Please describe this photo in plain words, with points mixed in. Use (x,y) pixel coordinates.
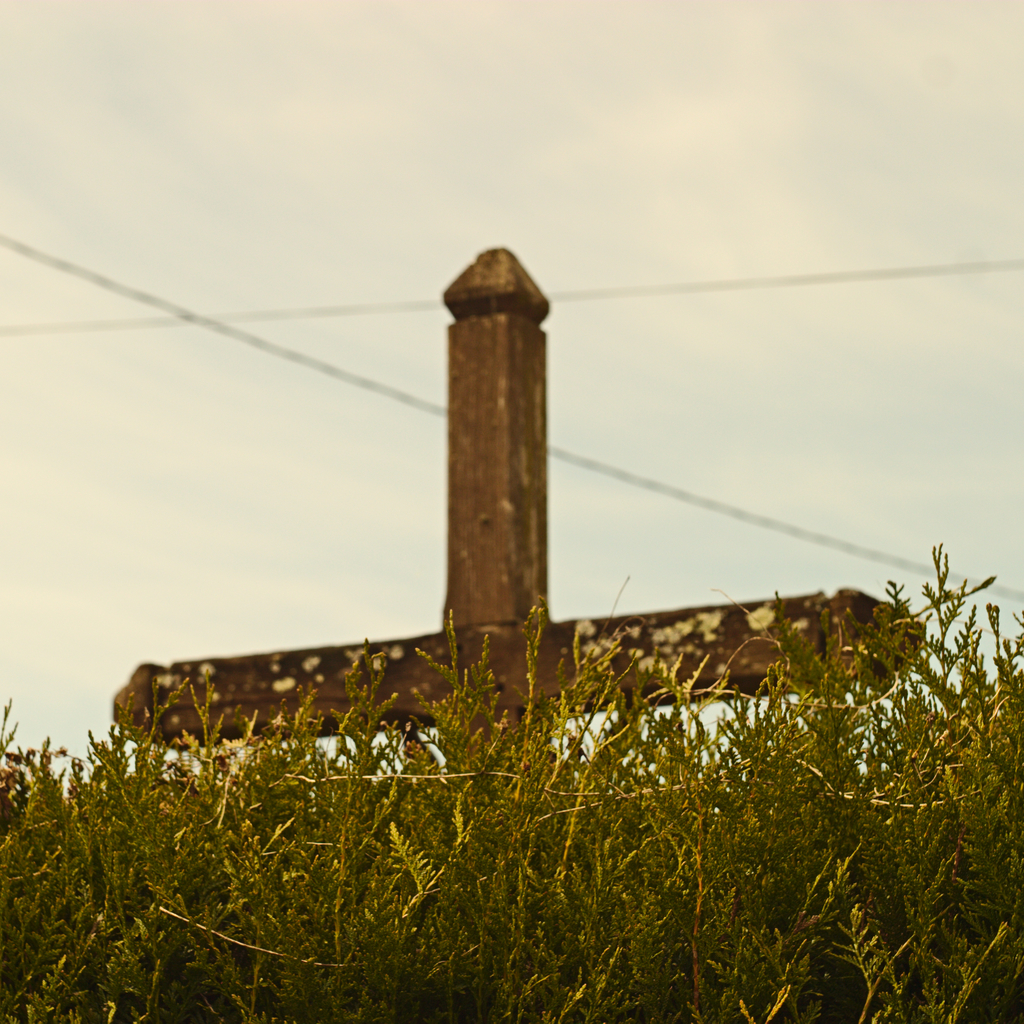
In this image I can see few plants (532,871) which are green in color, a brown colored pole (498,280) and few wires (252,312). In the background (643,365) I can see the sky (803,457).
